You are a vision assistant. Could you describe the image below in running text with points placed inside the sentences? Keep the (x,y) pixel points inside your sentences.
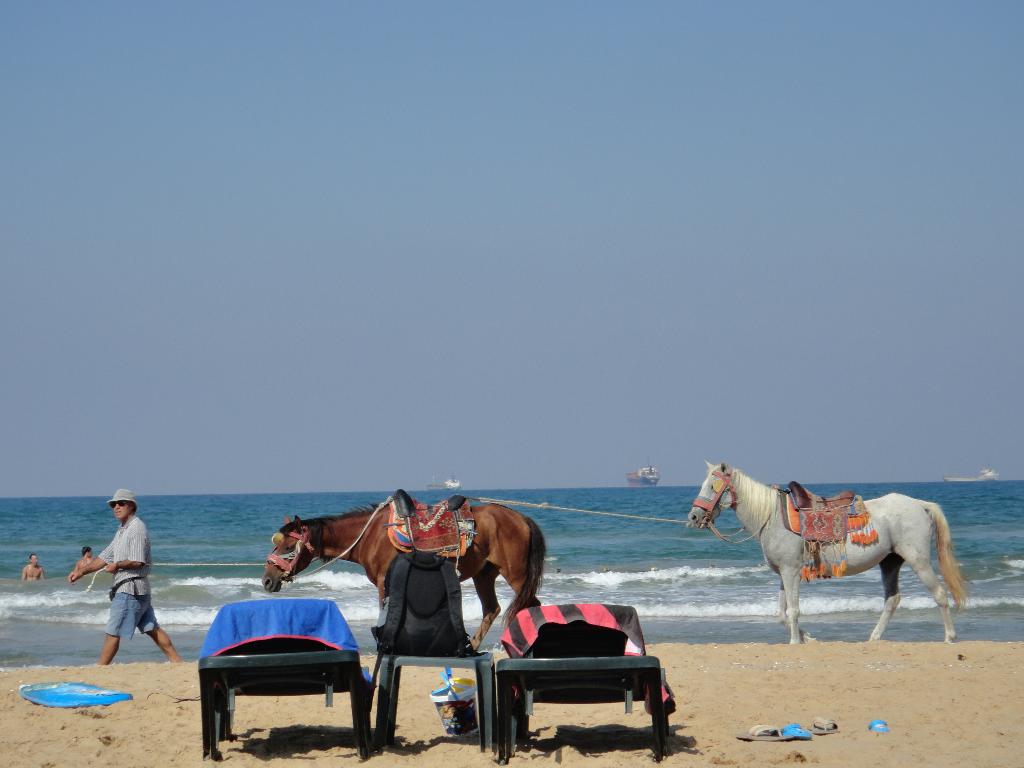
In this image two horses (493,534) are on the land (828,671). They are tied with a rope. Left side (135,552) a person (125,560) is walking on the land (407,721). He is holding a rope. He is wearing a cap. Few people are in the water (4,629) having tides (250,583). Few ships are sailing in water (965,518). There are chairs (201,704), table (407,665), bucket (437,700), footwear (787,730) on the land (748,678). Left side (56,691) there is a surfboard (65,702) on the land (96,719). There is a bag (459,642) on the table (475,665). Few clothes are on the chairs (513,685). Top of the image (383,133) there is sky (403,190).
